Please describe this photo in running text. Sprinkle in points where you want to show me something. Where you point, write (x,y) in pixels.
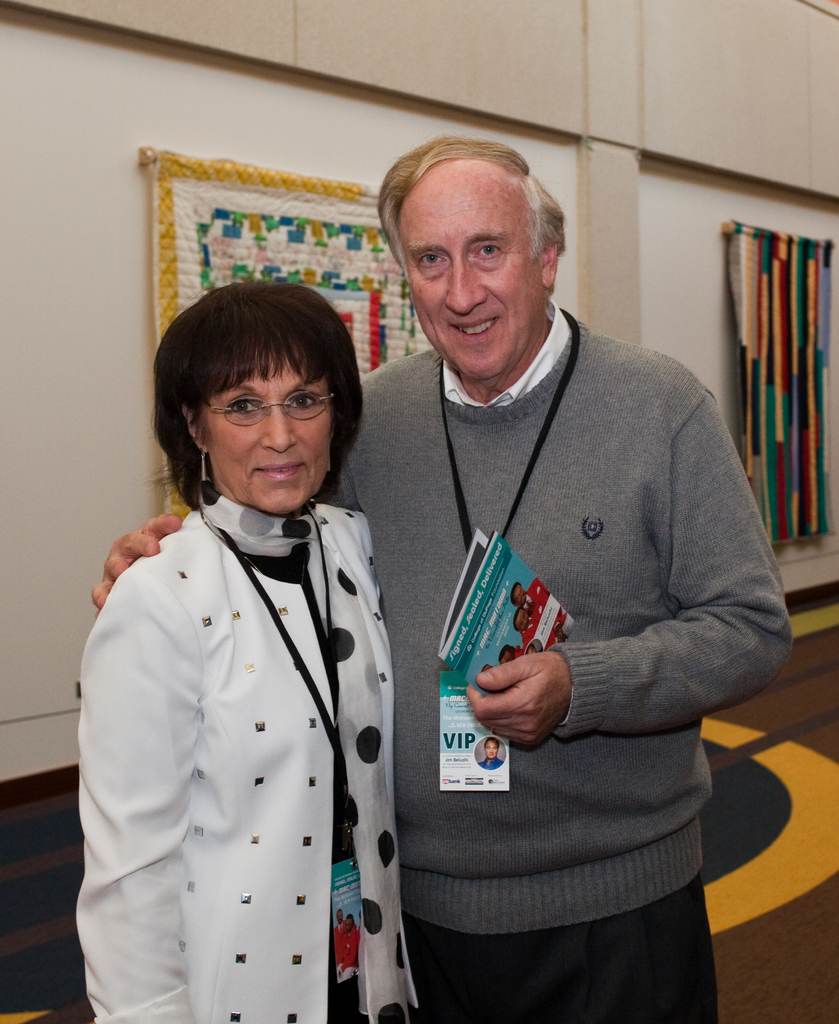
In the foreground of this image (325,763), there is a man (497,875) and woman (296,737) standing and the man (549,667) is holding a brochure (480,615). In the background (727,246) to the wall (421,73), it seems like clothes (758,323) hanging and the floor (824,715).
